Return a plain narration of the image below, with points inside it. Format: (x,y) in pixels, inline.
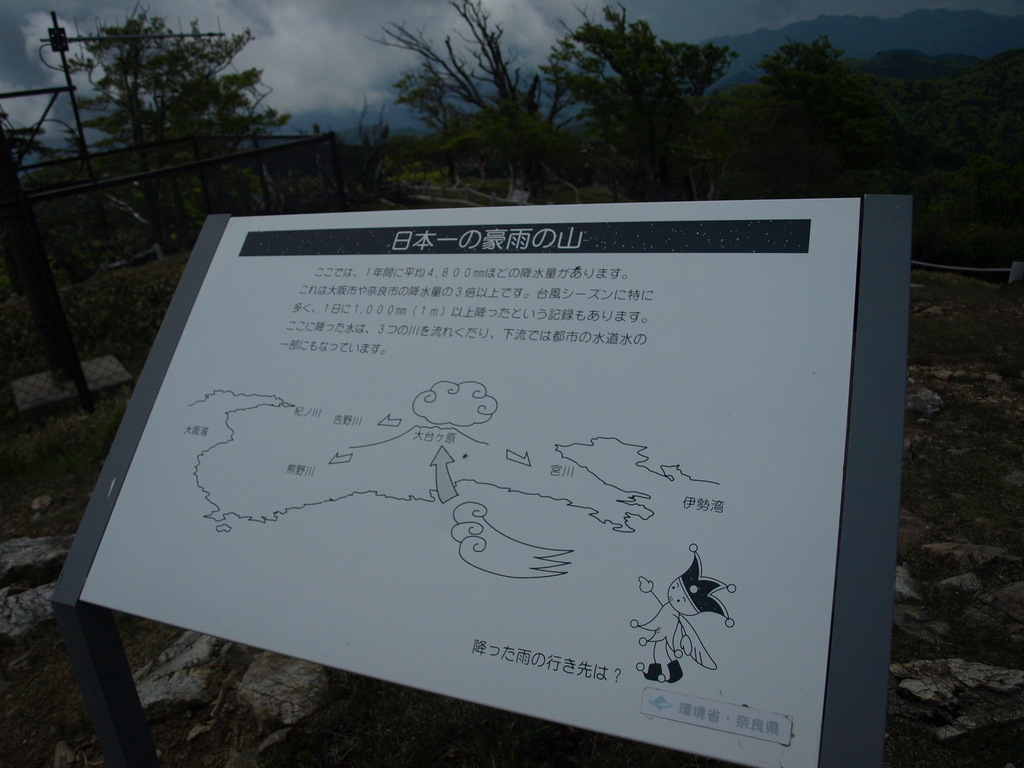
In this image in the front (512,485) there is a board (550,419) with some text (408,338) written on it. In the background (437,123) there are trees (590,137) and the sky (297,39) is cloudy. On the left side (46,305) there is a fence (44,322) and there is a pole (74,112).
